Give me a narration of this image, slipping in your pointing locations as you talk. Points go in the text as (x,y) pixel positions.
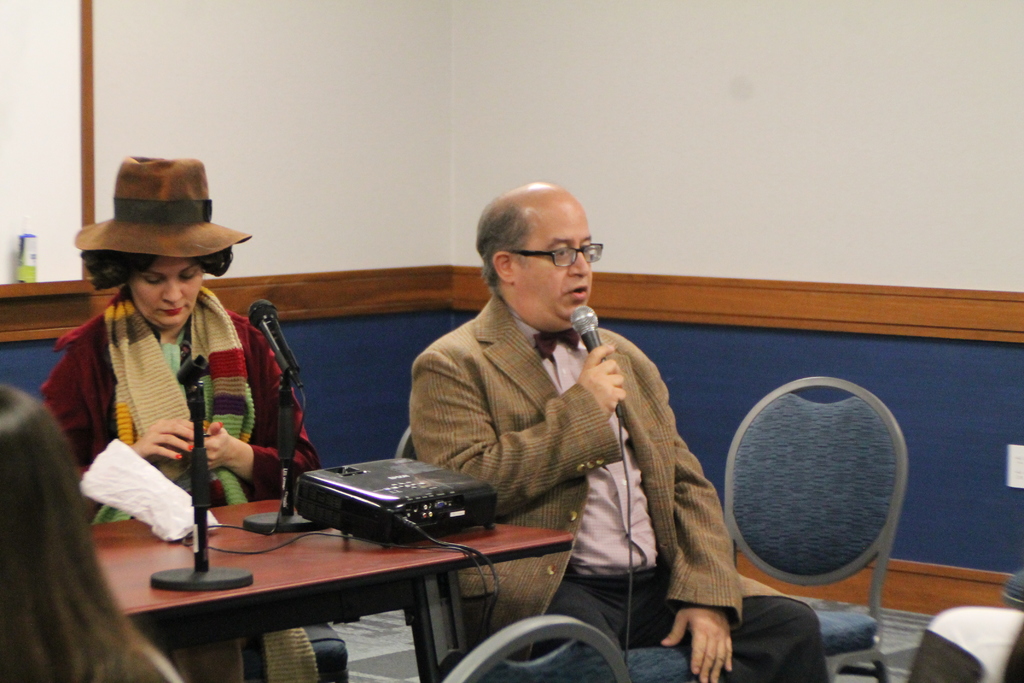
This is picture taken inside view of a room (606,282) and there are the two persons (481,471) sitting on the chair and on the left (87,377) there is a woman (74,385) wearing a red color jacket (84,405) sit in front of a table (267,535) on the table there is a mike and beside her a man (417,447) sitting on the chair (406,455), holding a mike (596,335) and wearing a spectacles (566,259) and his mouth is open on the right side (846,483) a chair (848,513) kept on the floor (888,609).
